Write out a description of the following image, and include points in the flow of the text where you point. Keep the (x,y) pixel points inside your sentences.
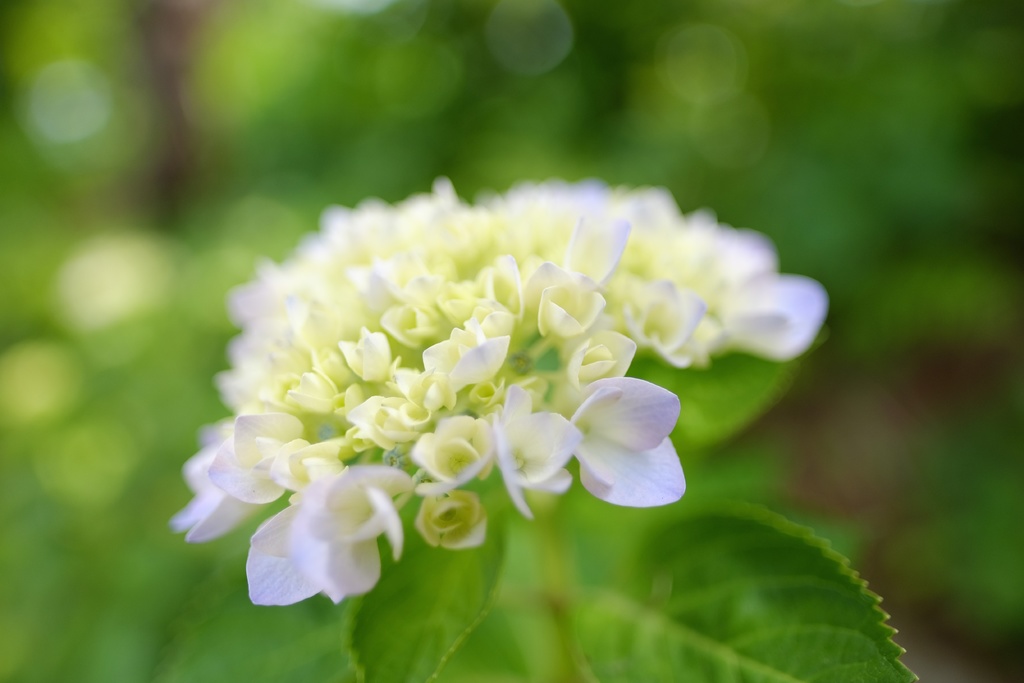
In the picture we can see plants (646,549) to it, we can see a group of flowers (540,468) which are white in color.
